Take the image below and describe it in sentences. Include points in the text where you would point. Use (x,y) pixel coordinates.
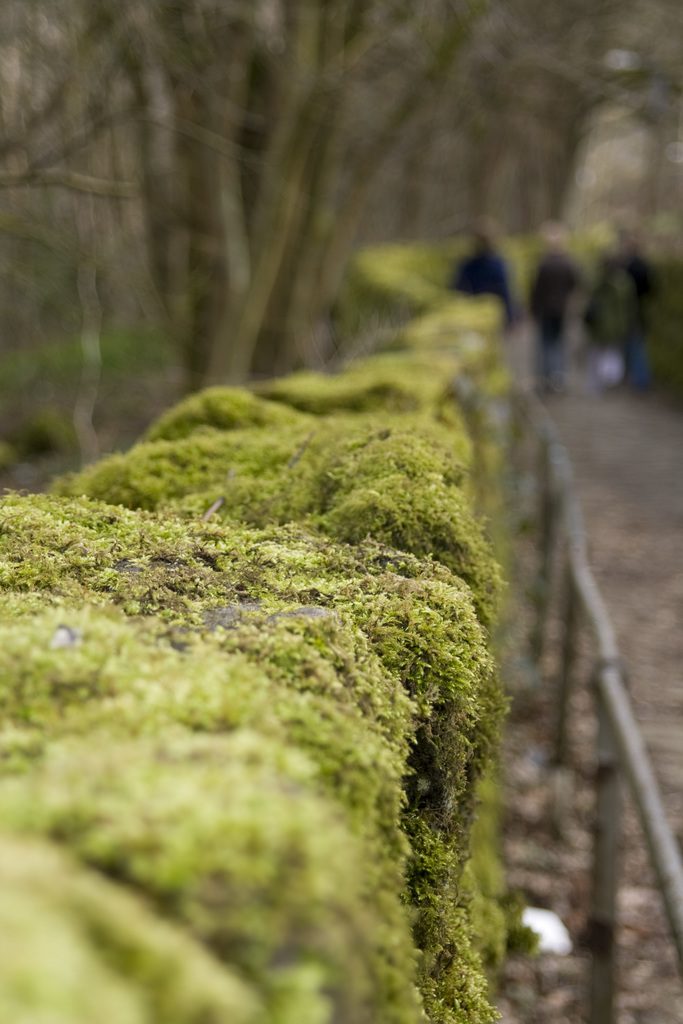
In this picture I can see few persons (550,353) standing. I can see fence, plants (140,1023), and in the background (325,278) there are trees (196,361).
